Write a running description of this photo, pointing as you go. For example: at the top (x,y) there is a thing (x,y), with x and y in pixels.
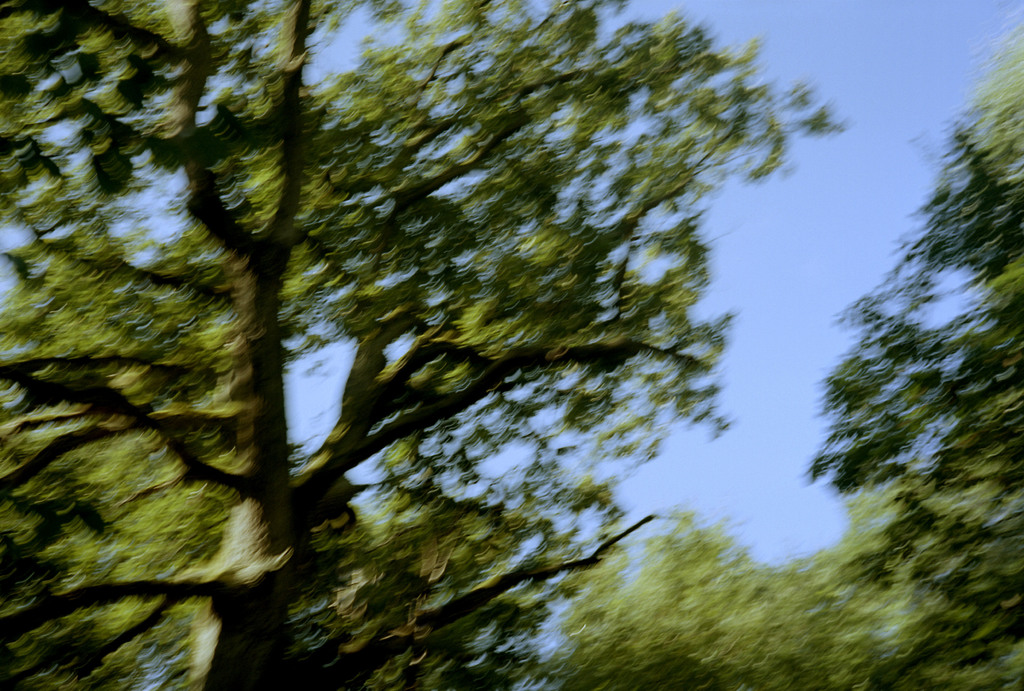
In this picture we can see trees (408,404) in the front (521,330), there is the sky (933,74) in the background (865,187).
